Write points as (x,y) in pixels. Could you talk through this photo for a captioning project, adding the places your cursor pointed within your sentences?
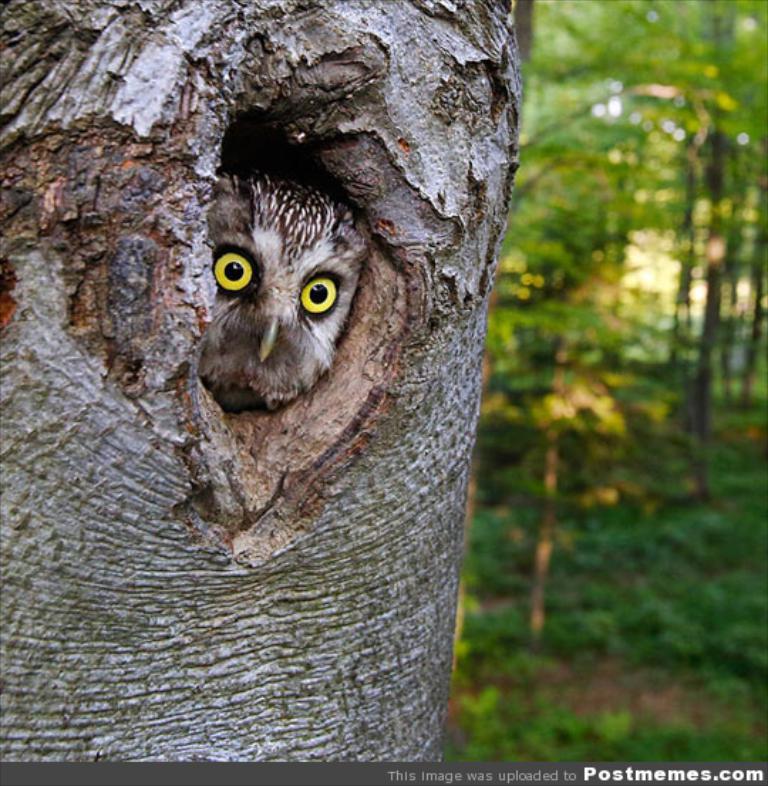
In this image we can see an owl (314,325) inside a tree (334,106). In the background (531,488), we can see a group of trees (653,404).
